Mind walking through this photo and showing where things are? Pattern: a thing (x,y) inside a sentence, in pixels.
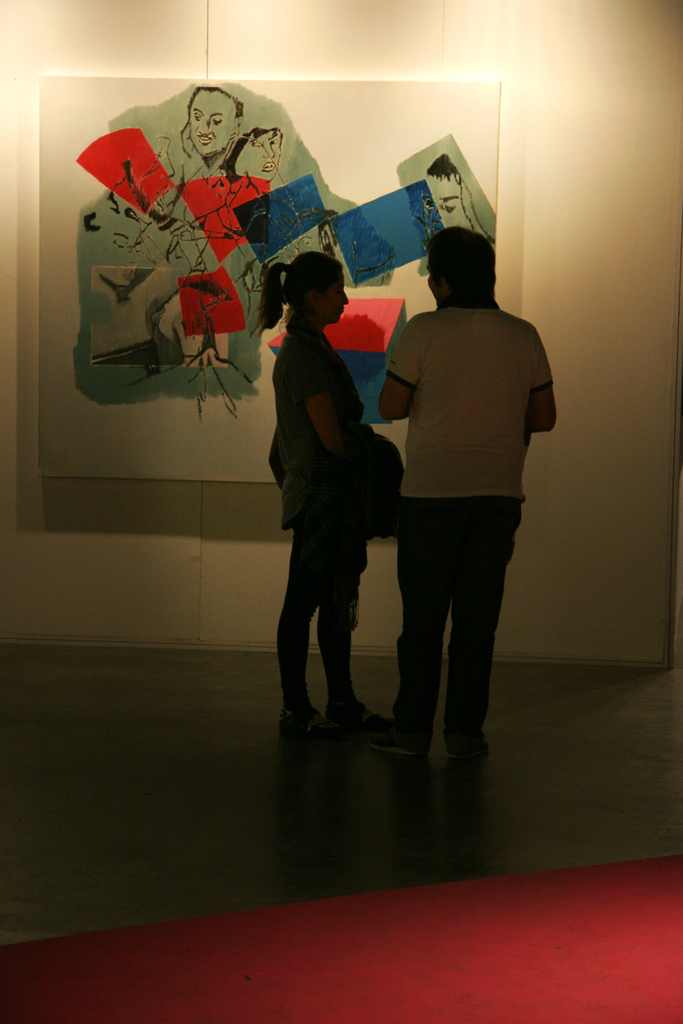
In this picture there are two people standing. At the back (506,36) there is a board (52,357) on the wall (231,505). There is a painting (360,256) on the board (288,161). At the bottom (485,914) it looks like a carpet (349,928) on the floor (205,729).
